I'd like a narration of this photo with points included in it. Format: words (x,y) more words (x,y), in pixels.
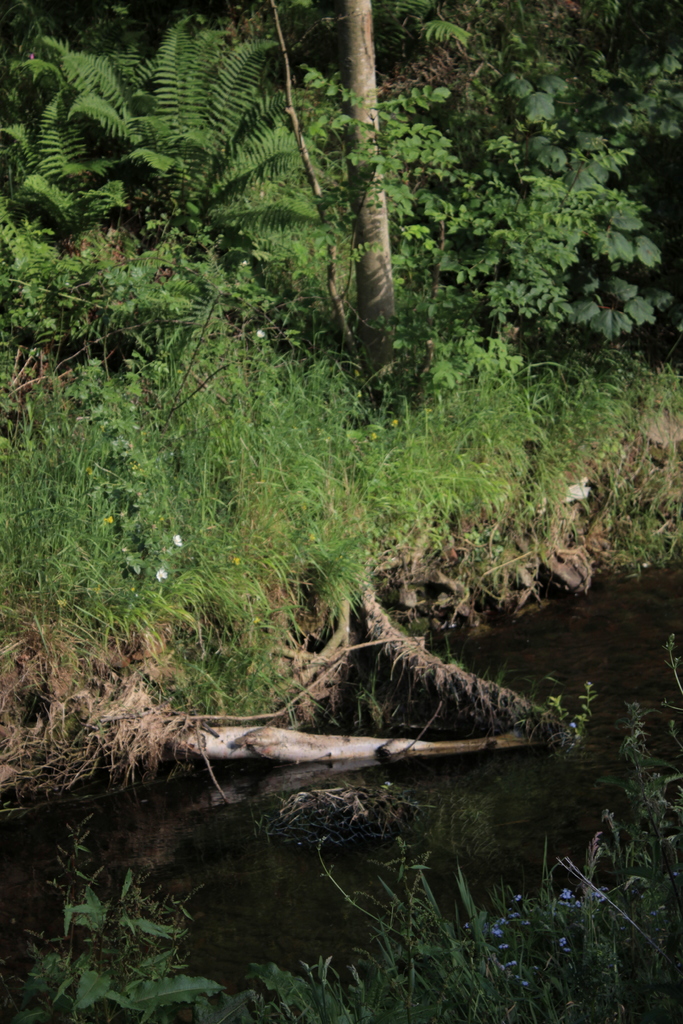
In this image there is some water (245,848). Bottom of the image (566,933) there are plants (438,1014). Top of the image (575,226) there is some grass (446,466), plants (168,239) and trees (621,231) on the land (569,443).
